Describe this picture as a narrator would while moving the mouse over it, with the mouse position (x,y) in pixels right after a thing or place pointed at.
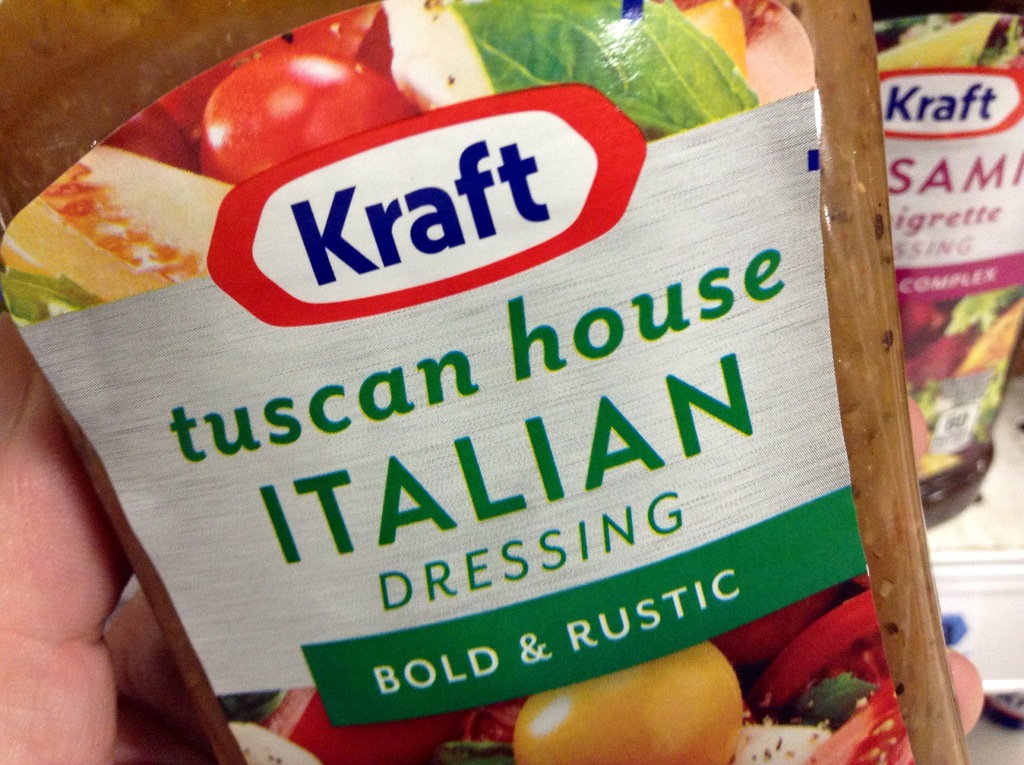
In this picture I can see the hand (127,761) of a person (20,357) holding a food bottle (540,233), and in the background (948,259) there is another food bottle (908,38) on the rack (959,562).
